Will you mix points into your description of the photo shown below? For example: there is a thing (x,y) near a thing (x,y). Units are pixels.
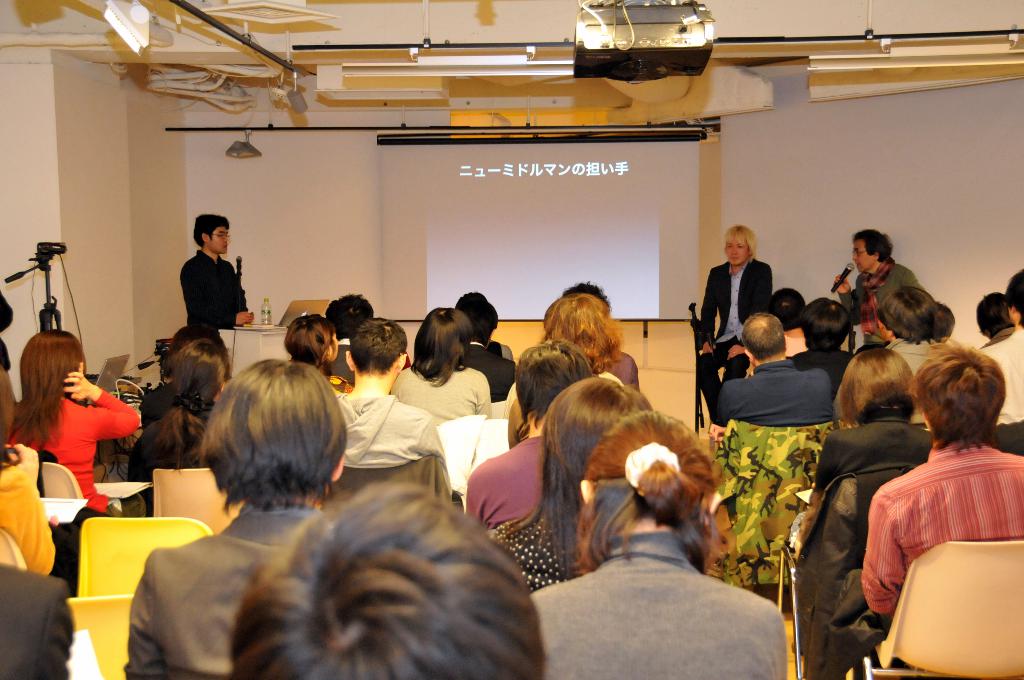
In this image, we can see people (565,449) and some are sitting on the chairs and there is a person (871,268) holding a mic (852,266). In the background (439,176), there are lights (497,60), a screen (446,193) with some text (487,171) and there is a bottle (267,311), laptop (310,308) and some other objects (260,324) on the stand (279,345).
